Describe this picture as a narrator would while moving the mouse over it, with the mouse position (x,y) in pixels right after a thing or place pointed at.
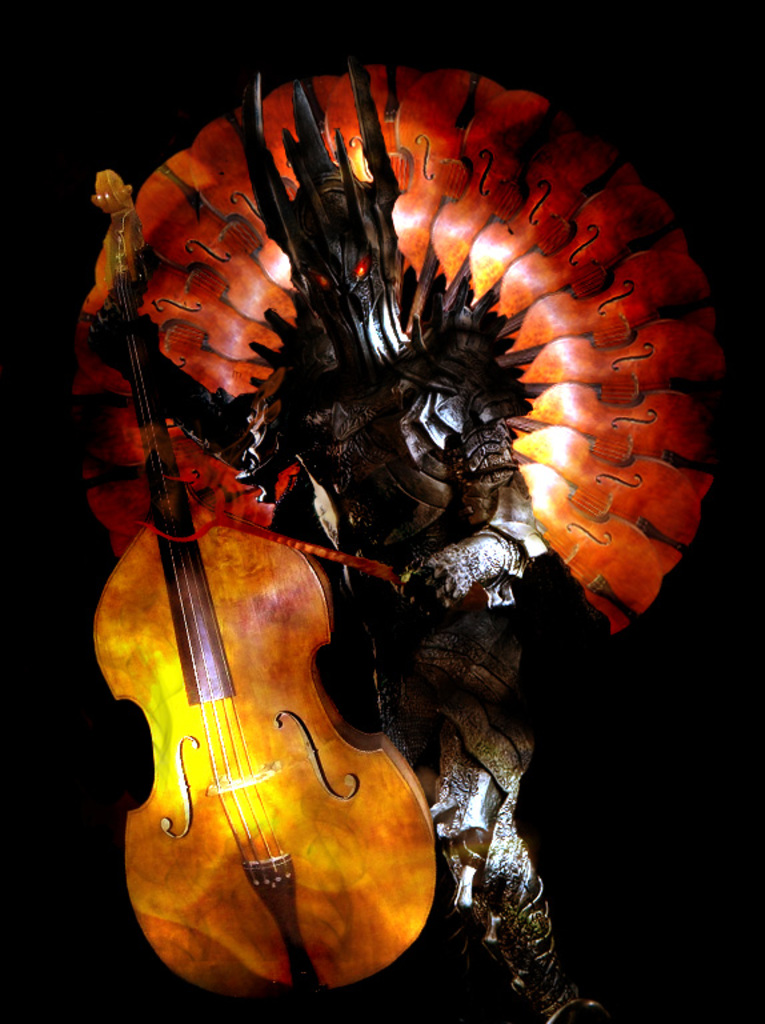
In this image I can see a string instrument (262,805). At the back of this there is a sculpture (424,641).
